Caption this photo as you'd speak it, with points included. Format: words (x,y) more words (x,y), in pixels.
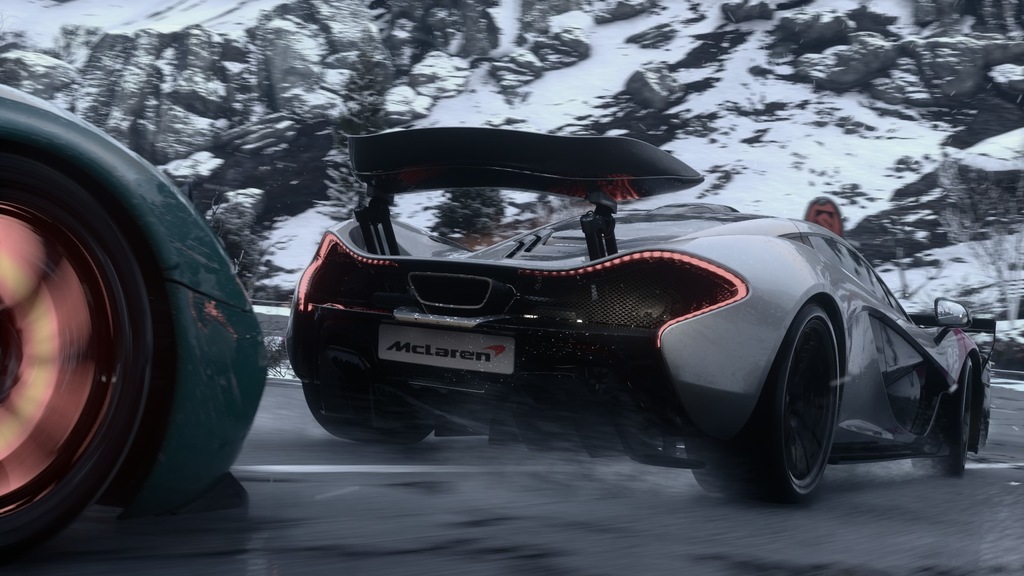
In this image, we can see vehicles (556,420) are moving on the road (741,547). Background (893,232) we can see stones (387,84) with snow (734,142), sign board (835,217), few plants (965,222).
